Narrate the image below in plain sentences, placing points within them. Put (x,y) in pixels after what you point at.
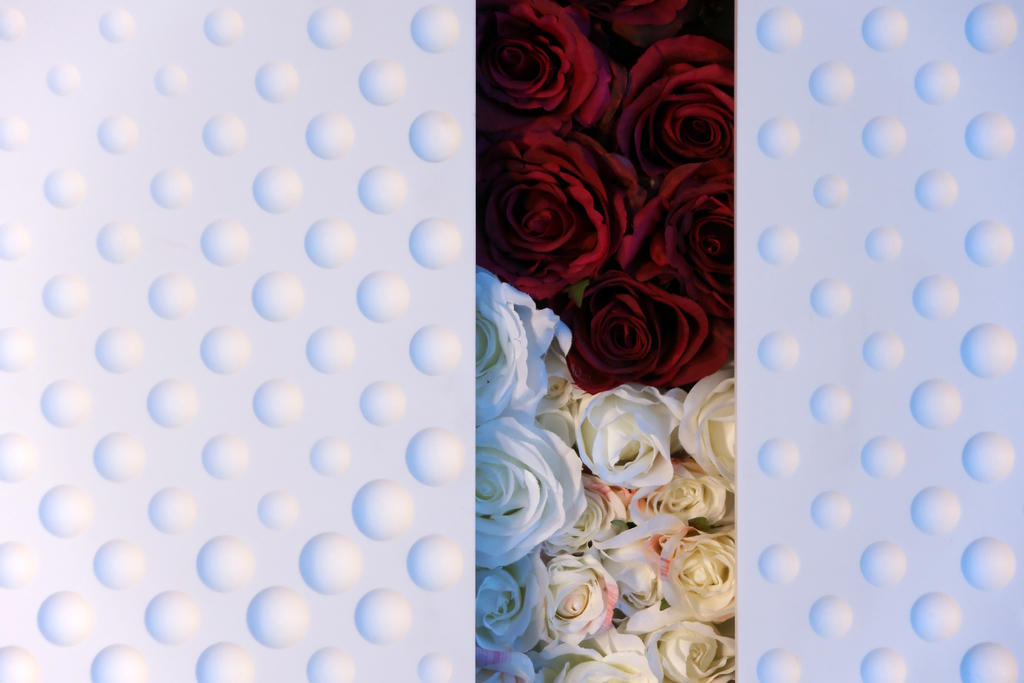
In this picture I can see the flowers (616,342).
